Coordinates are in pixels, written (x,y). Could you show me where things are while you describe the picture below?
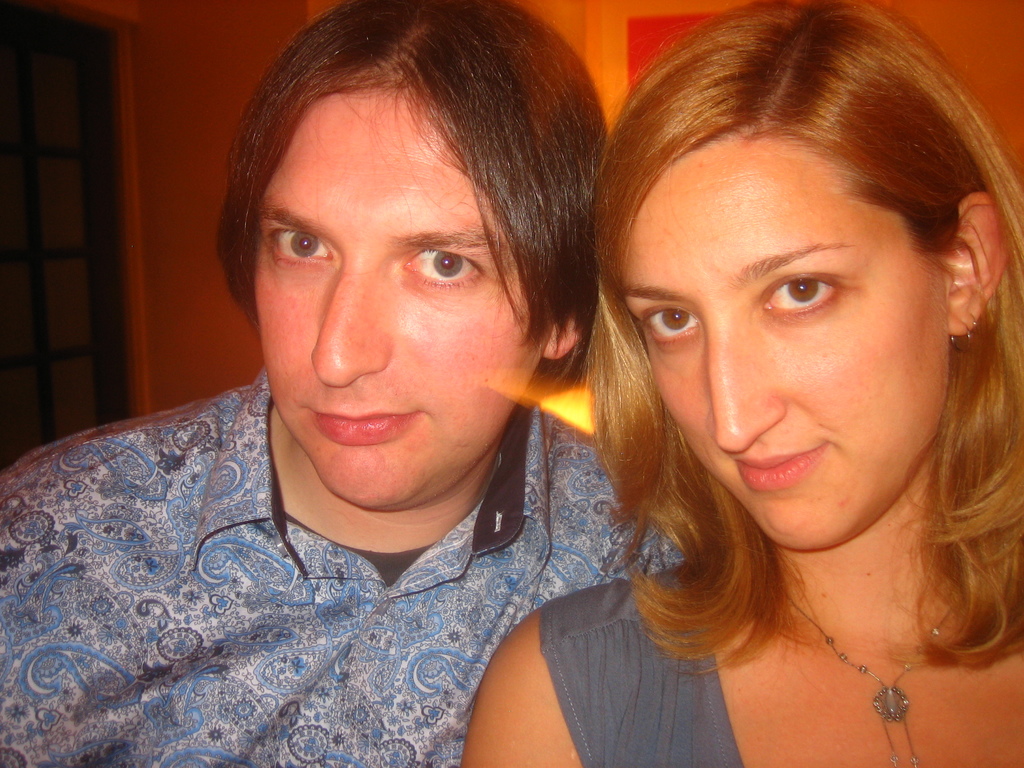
In the image we can see a man (313,495) and a woman (657,656) smiling, they are wearing clothes (432,678) and the woman (856,668) is wearing neck chain (900,696) and earring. This is a window (57,305) and a wall (213,89).
